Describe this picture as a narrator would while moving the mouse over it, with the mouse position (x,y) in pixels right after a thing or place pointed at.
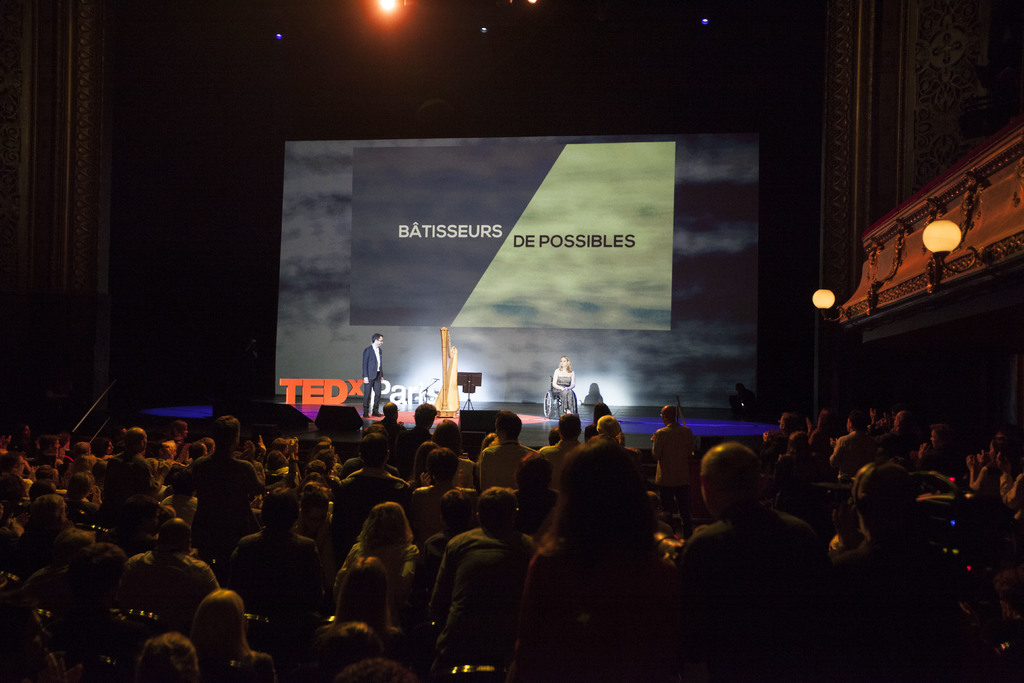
In this image I can see number of people (496,499) where in the background (577,400) I can see one woman (565,369) is sitting on a wheelchair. I can also see a screen (561,145) and on it I can see something is written. I can also see few lights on the top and on the right side of this image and I can also see few stuffs (423,395) in the background (428,385).
